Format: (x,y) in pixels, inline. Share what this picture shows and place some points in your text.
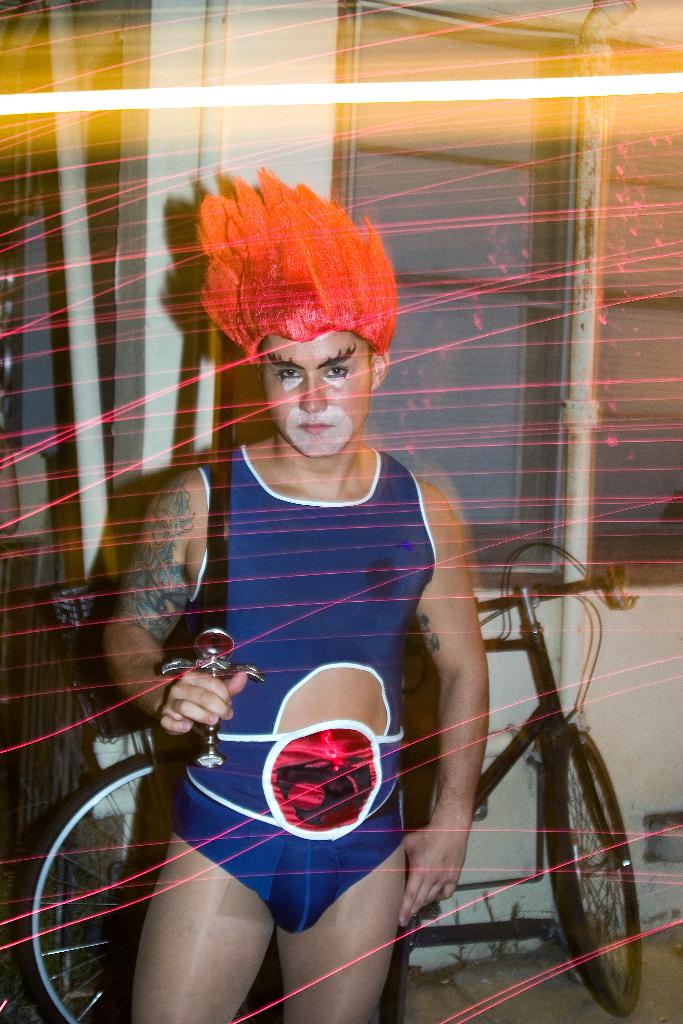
In this picture we can see a person (247,594) and in the background (507,944) we can see a bicycle (562,910), wall (506,900).
